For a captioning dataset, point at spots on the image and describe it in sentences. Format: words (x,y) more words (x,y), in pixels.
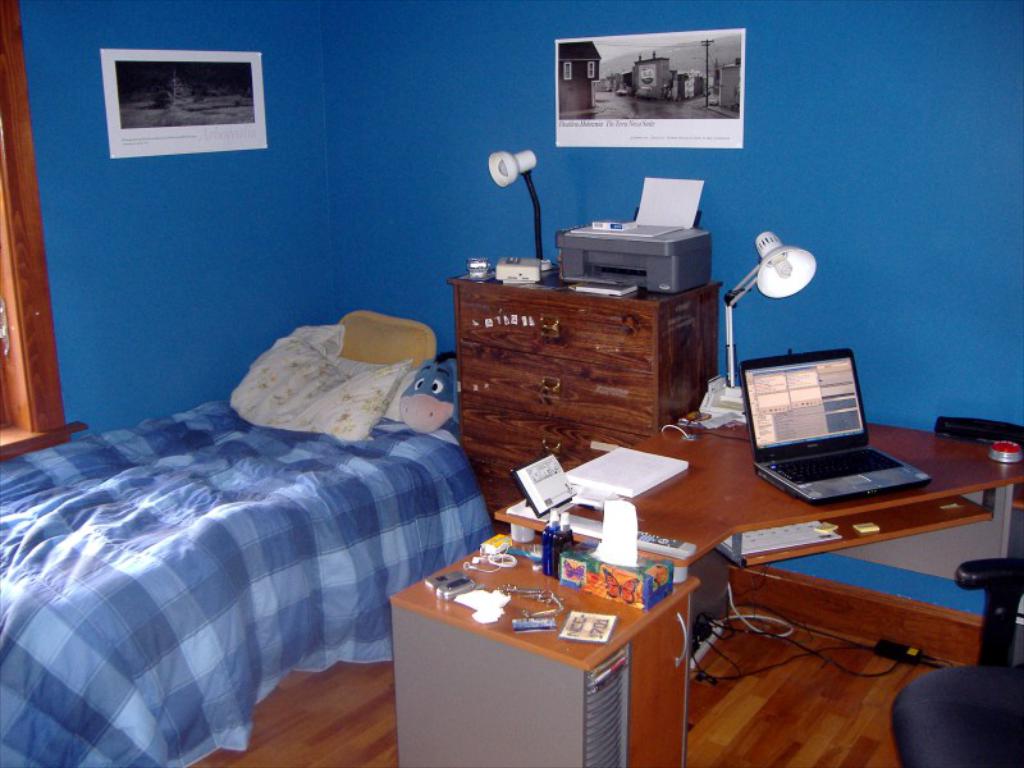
This picture is clicked inside the room (104,679). On the left bottom (217,634), we see a bed (288,524) with blue color bed sheet (221,539) and white pillow (322,417). Beside that, we see cupboard (615,356) on which printer (600,262) is placed and also lamp (530,179). Next to it, we see a table (726,481) which contains laptop (786,374), lamp (723,404), book (617,465). Next to it, we see a cupboard (623,631) on which small bottle (563,541), box (661,573), mobile phone (443,579), paper (493,603), tissue (487,614) are placed on it. On background (279,330), we see a wall (380,87) which is blue in color and two photo frames (264,106) on it.
